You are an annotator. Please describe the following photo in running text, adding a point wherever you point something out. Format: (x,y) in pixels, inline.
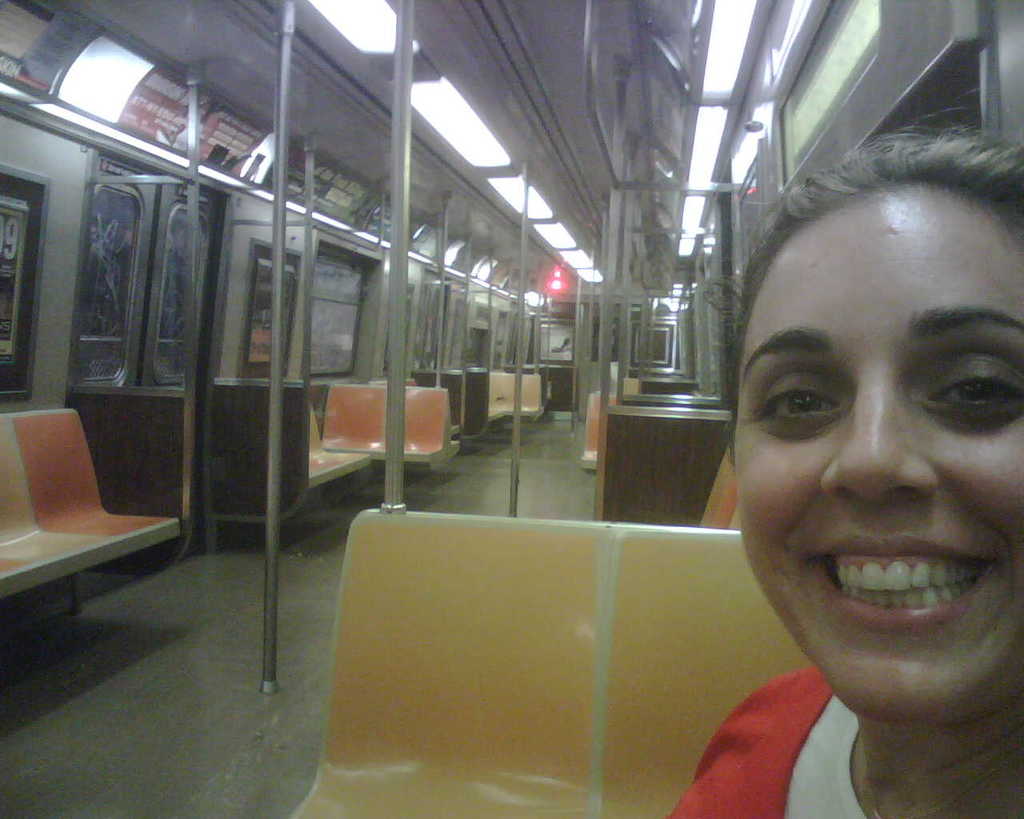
This image is taken in a train (620,526). On the right side of the image (765,477) there is a woman (711,748). At the top of the image (603,167) there is a roof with a few lights (450,108). In the middle of the image (395,507) there are many seats (75,465) and poles (196,269) and there is a door (150,285). There are a few windows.
